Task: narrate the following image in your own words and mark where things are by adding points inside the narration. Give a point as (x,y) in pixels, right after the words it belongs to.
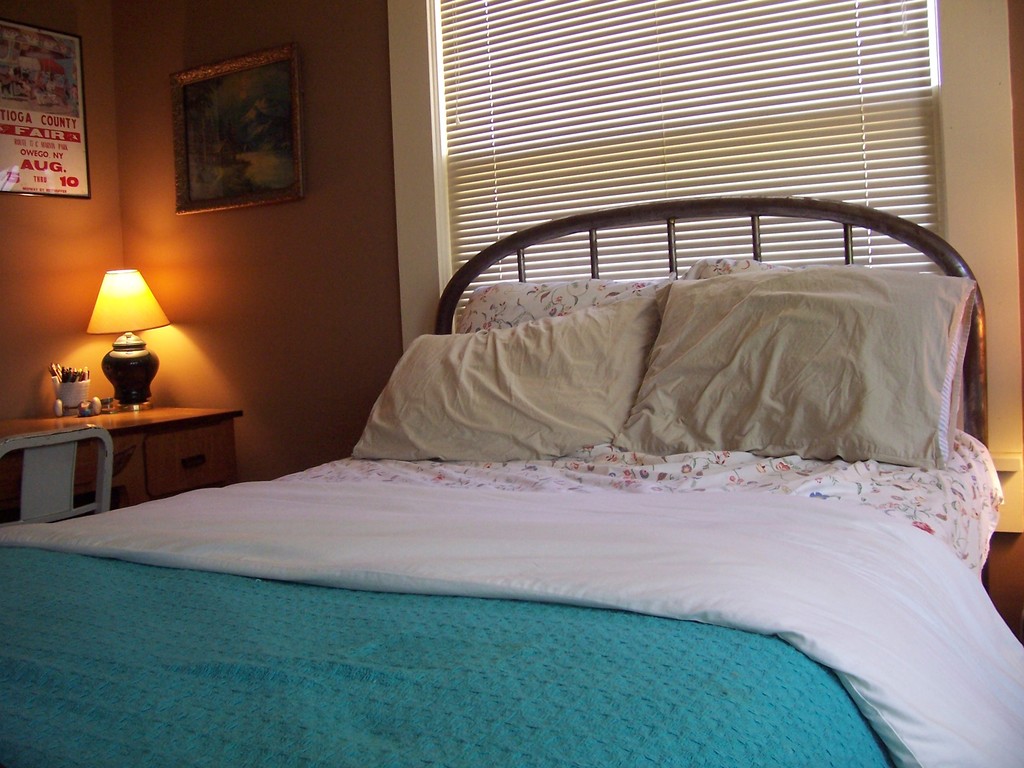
In the center (505,309) we can see bed (716,474) on bed (719,463) there is a blanket (494,517) and some pillows (676,443). In the background (720,111) there is a wall (235,389), window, photo frame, table (82,480), chair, pens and lamp (150,312).
